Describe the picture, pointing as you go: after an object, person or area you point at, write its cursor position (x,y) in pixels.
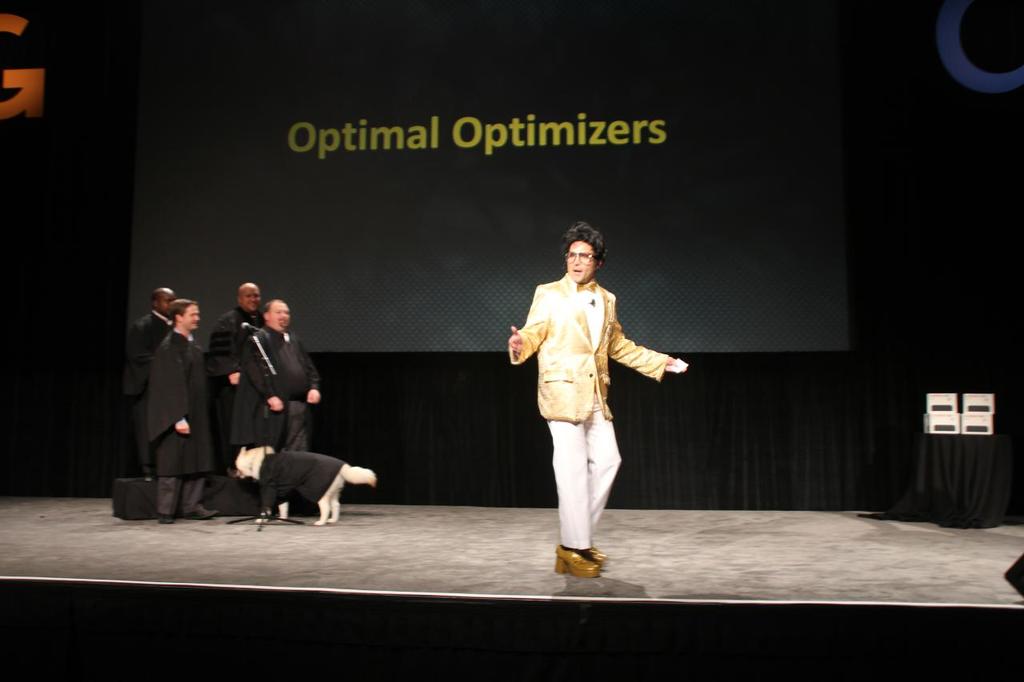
In this picture there is a stage (530,518) in the center of the image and there are group of people (178,361) those who are standing on the left side of the image (229,423) and a dog (271,497), there is a man (596,302) who is standing in the center of the image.
